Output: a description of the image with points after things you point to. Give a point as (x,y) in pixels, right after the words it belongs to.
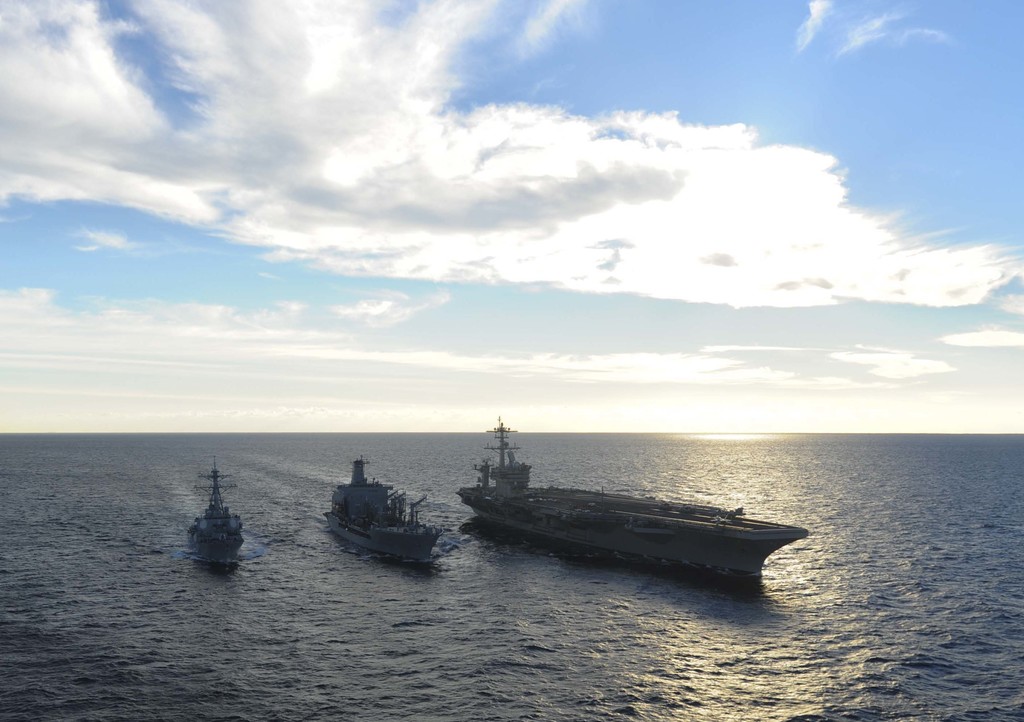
In this image, we can see ships (700,534) on the water (641,582) and at the top (361,145), there are clouds (378,196) in the sky (302,273).
